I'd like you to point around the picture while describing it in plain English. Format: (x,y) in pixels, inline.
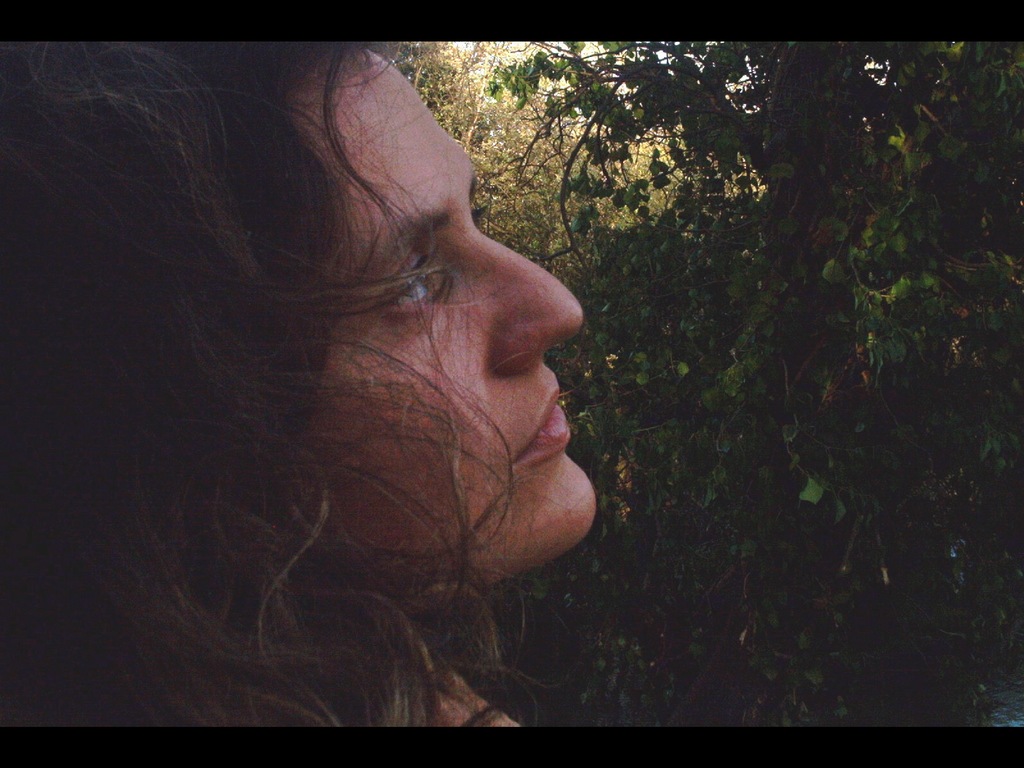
In this image in the front (325,429) there is a woman (281,498). In the background (700,377) there are trees (749,348).
